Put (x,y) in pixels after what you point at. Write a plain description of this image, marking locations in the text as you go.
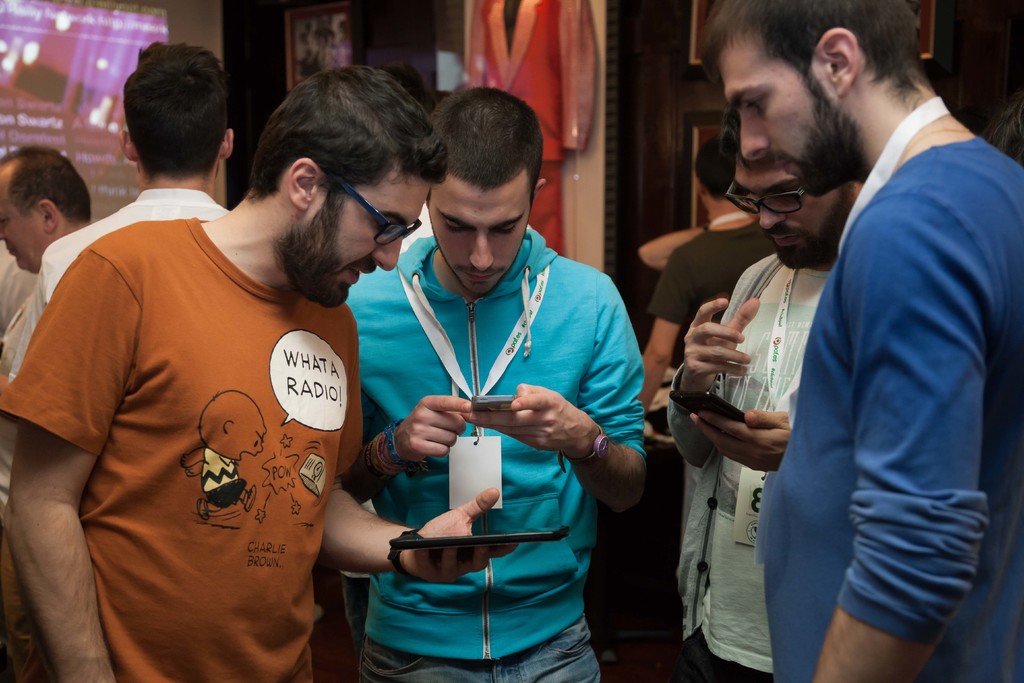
In the image there are few men (366,225) in a room (722,263) and in the front (605,362) there are four men (497,374), three of them holding some gadgets (692,404) with their hands (554,420) and in the background (563,42) there is a costume (531,25) kept in front of a wall (580,179) and beside the costume (567,71) there are photo frames (333,47).
